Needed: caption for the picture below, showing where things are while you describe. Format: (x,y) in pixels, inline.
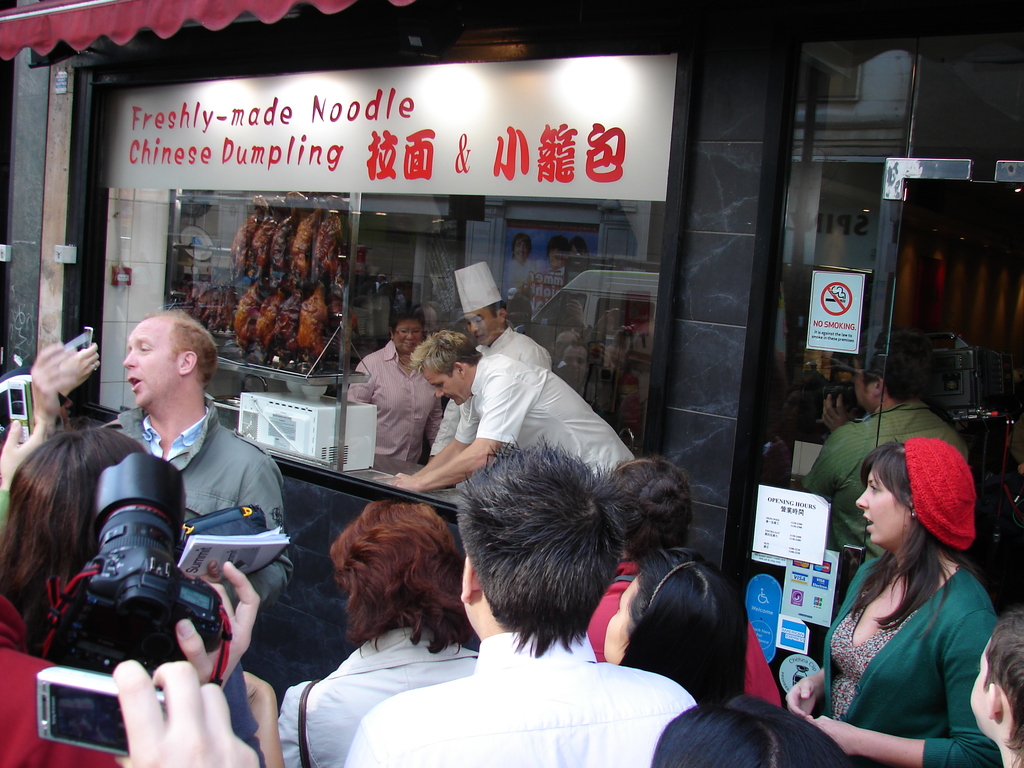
In this image we can see there is a stall (445,182). In front of the stall (479,198) there are a few people (488,625) standing, in them one is holding a book (189,572) and the other holding camera (161,609) and there is a person (158,700) holding a phone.
